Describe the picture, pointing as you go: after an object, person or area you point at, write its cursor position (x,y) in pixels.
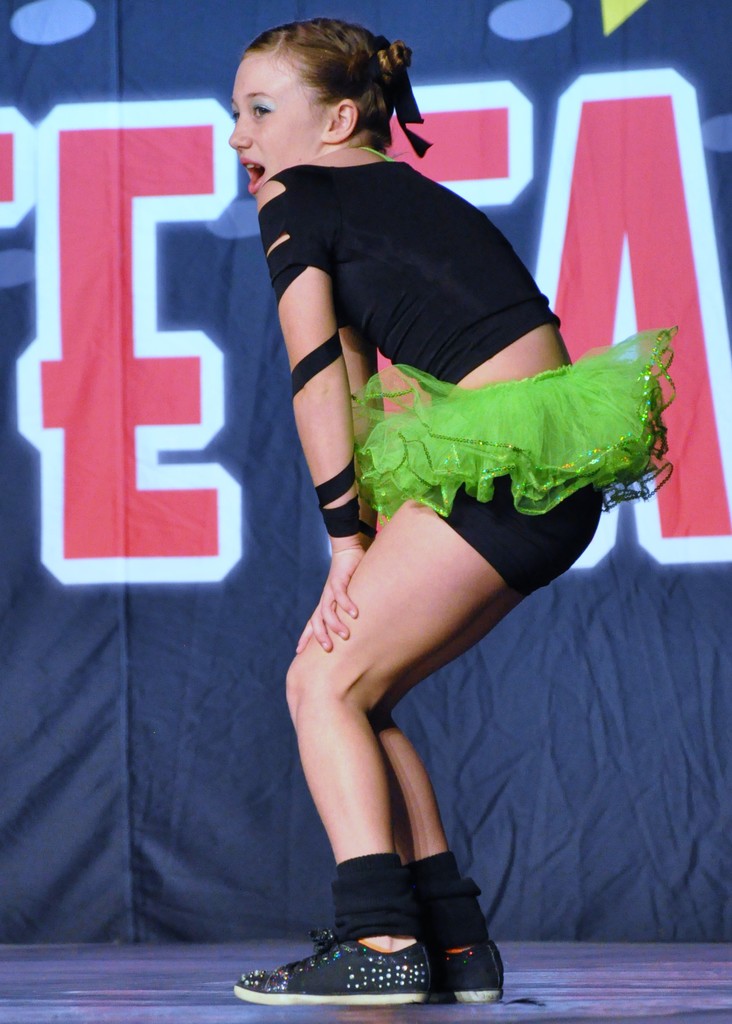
In the center of the image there is a girl (415,978). In the background of the image (263,251) there is a cloth (660,180). At the bottom of the image (674,1000) there is floor (604,985).
